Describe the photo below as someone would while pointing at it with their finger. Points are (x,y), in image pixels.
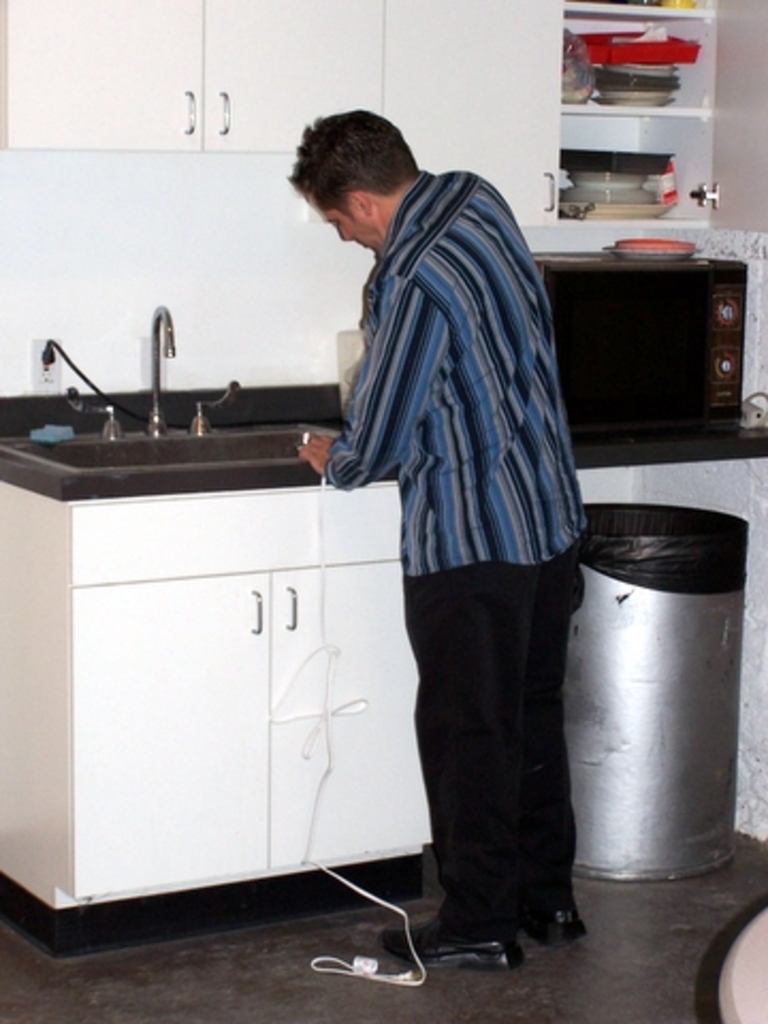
This is an inside view. Here I can see a man (482,734) standing in front of the table (275,628) and holding an object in the hand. On the table (217,426) I can see a tap (155,362) is attached. Beside this man (513,582) there is a dustbin (645,635) which is placed on the floor (667,896). At the top (174,78) there is a cupboard (286,37) and a rack (616,72) which is filled with the plates (610,75).
